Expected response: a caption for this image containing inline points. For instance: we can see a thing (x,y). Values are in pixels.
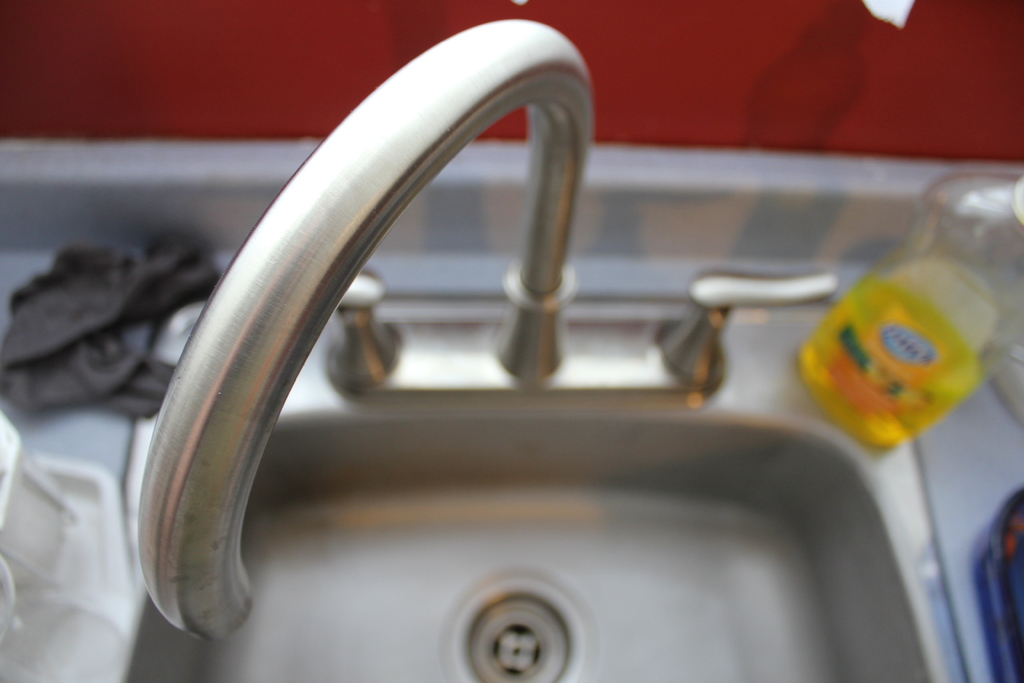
In this picture I can observe sink (460,508) and a tap (265,353) in the middle of the picture (517,440). On the right side (907,348) I can observe dish wash (932,326) on the sink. On the left side (139,322) I can observe a cloth (108,314).
